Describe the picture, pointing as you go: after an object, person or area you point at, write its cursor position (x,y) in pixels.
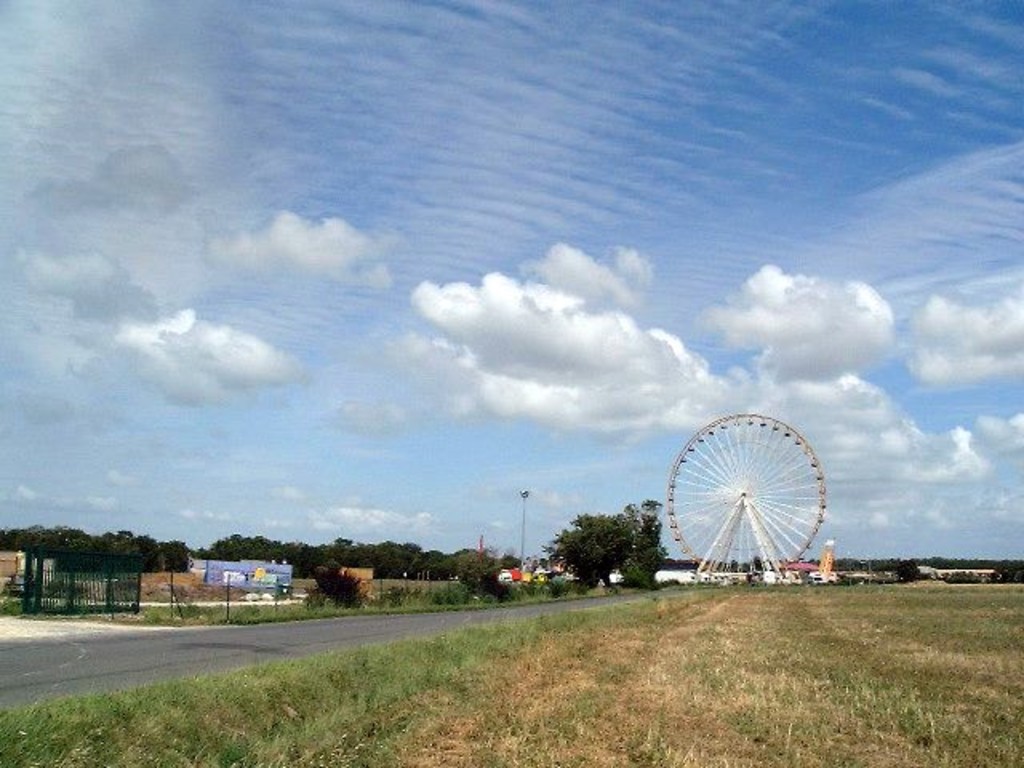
In this picture we can see the road (628,596), grass (694,611), fence (123,577), giant wheel (708,509), poles (523,522), trees (561,538), vehicles (512,581) and some objects (527,572) and in the background (531,532) we can see the sky (557,282) with clouds (401,352).
